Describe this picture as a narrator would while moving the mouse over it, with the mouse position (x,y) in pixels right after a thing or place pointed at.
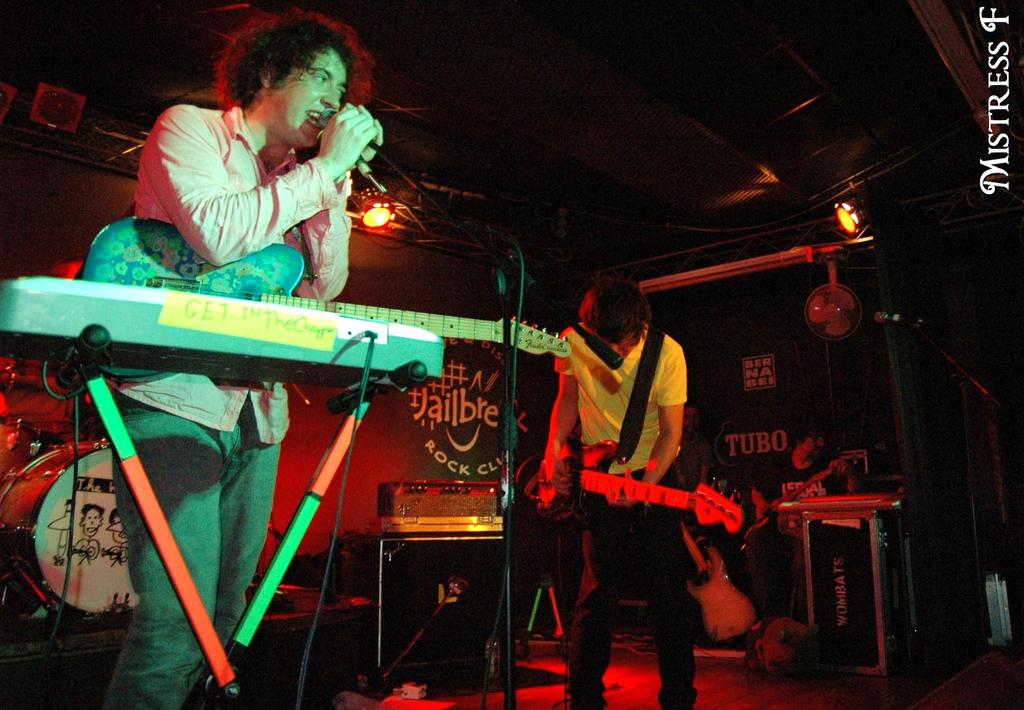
This picture is clicked in a musical concert. Man (231,534) on left corner of the picture (250,229) wearing pink shirt (240,187) is holding microphone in his hands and singing on it. Beside him, man (593,411) in yellow t-shirt (612,412) is holding guitar (577,464) in his hands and playing it. Behind them, we see a stand (433,556) on which amplifier (483,501) is placed and we even see a board (471,418) with some text (422,412) written on it is placed on red color wall (370,476).
